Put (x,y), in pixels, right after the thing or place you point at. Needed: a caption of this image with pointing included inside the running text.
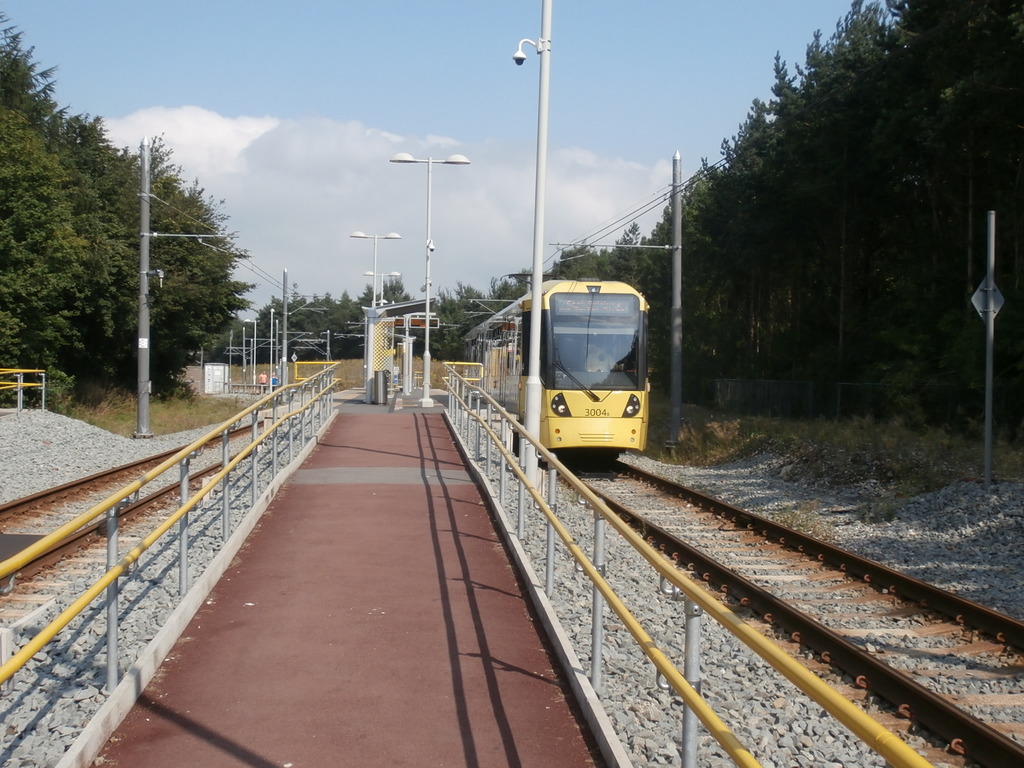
In the image in the center (567,360), we can see one train (584,380), which is in yellow color. And we can see the fences (617,520), railway tracks (745,571) and stones (9,453). In the background (433,119) we can see the sky (412,147), clouds (260,185), trees (836,124), poles (149,271), sign boards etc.
